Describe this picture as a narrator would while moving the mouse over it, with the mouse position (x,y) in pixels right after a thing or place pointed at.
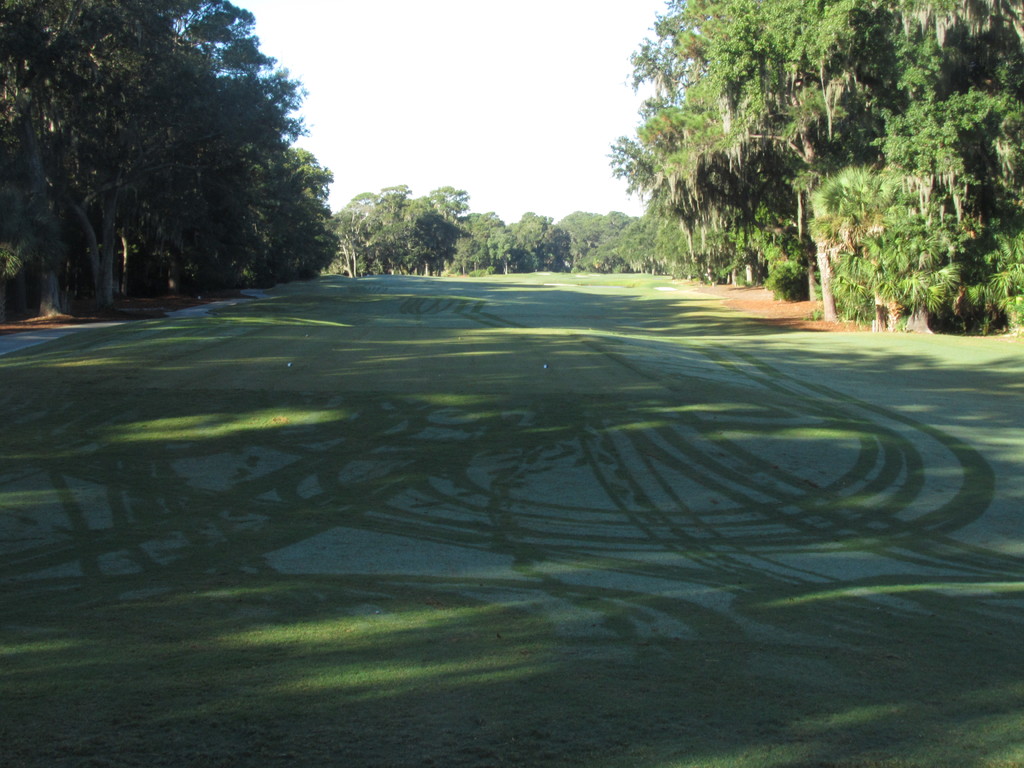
Here I can see the ground (405,683) and the grass (622,407). In the background (705,236) there are many trees (527,227). At the top (444,84) I can see the sky (453,104).
